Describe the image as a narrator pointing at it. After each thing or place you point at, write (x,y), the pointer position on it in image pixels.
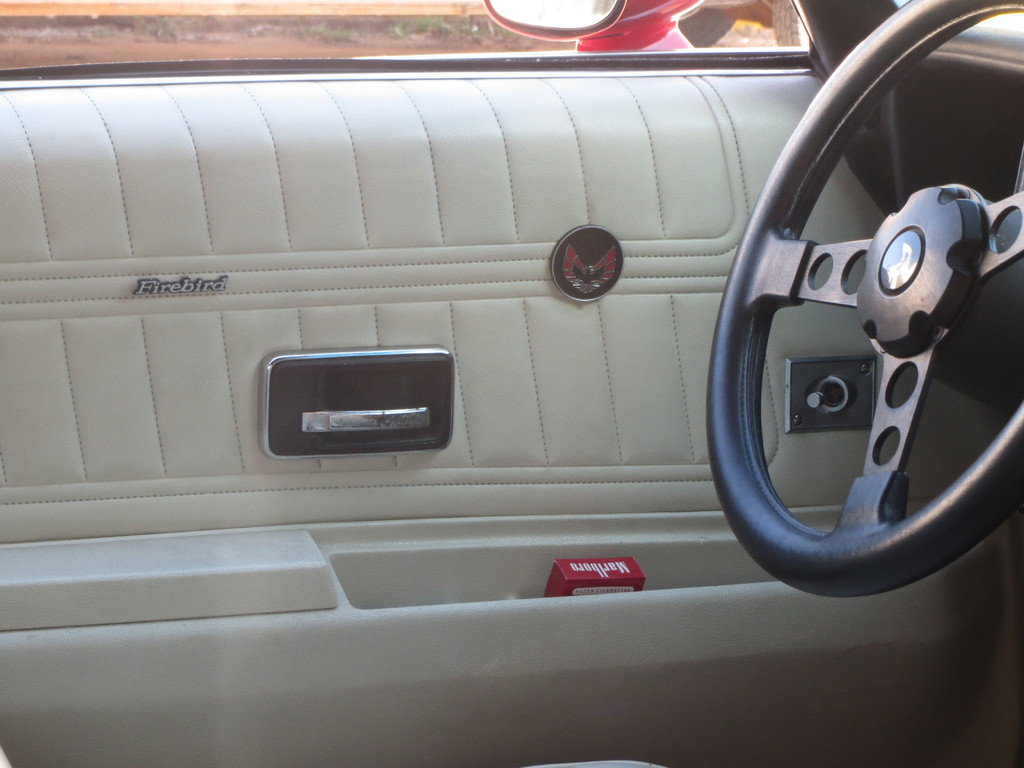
In this image we can see an inside of a car (529,339). We can see an object (618,569), logo (576,249) and text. On the right side (870,266) there is a steering (938,309). At the top (400,18) we can see the ground (403,18) and a mirror (613,12).
